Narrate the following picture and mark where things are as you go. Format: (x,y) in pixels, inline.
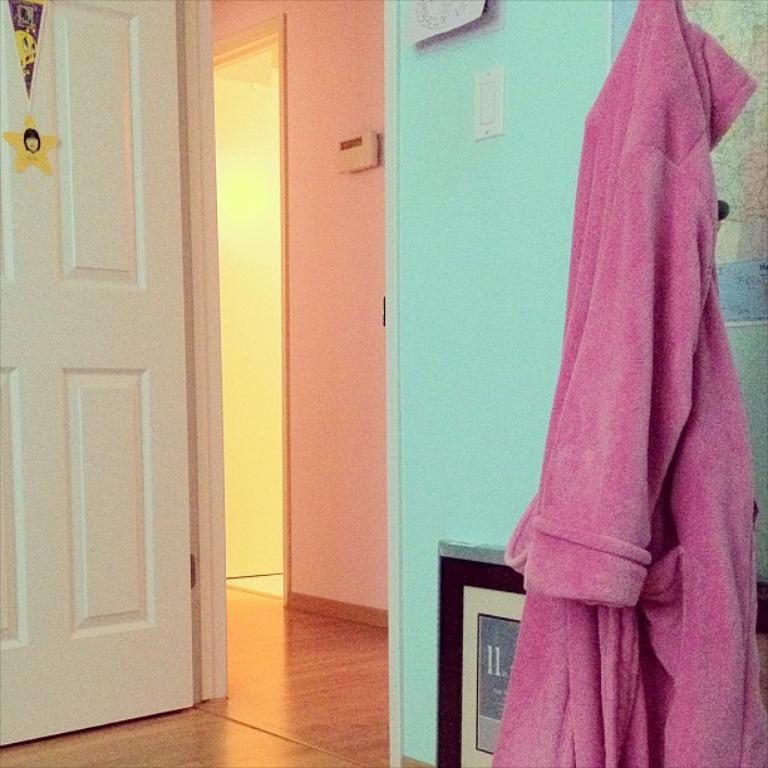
This picture shows an inner view of a room (425,463). we see a door (111,586) and a cloth (545,479) hanging and we see a frame (458,593) and the cloth (611,474) is pink in color.
